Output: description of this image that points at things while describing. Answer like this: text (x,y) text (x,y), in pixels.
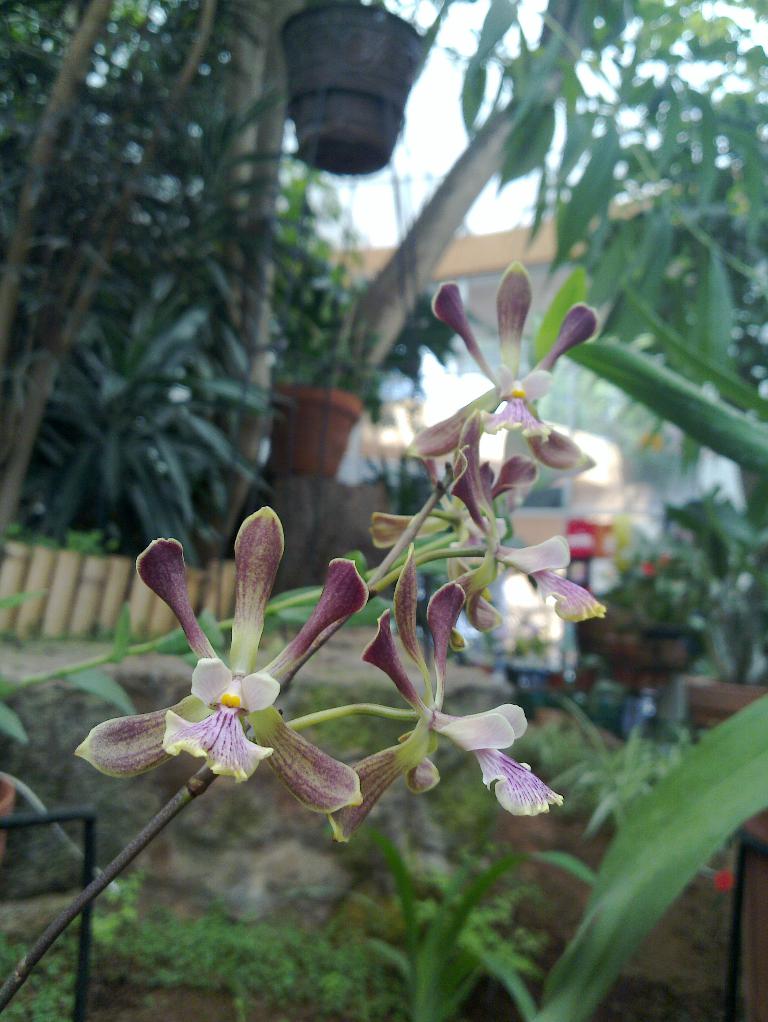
In the foreground of the picture (332,617) there are flowers (294,770) and stems (62,919). At the bottom (358,896) we can see plants (606,772). In the background (348,286) there are trees (660,244), fencing (44,588), building (499,260), path (22,653) and other objects (330,424).
